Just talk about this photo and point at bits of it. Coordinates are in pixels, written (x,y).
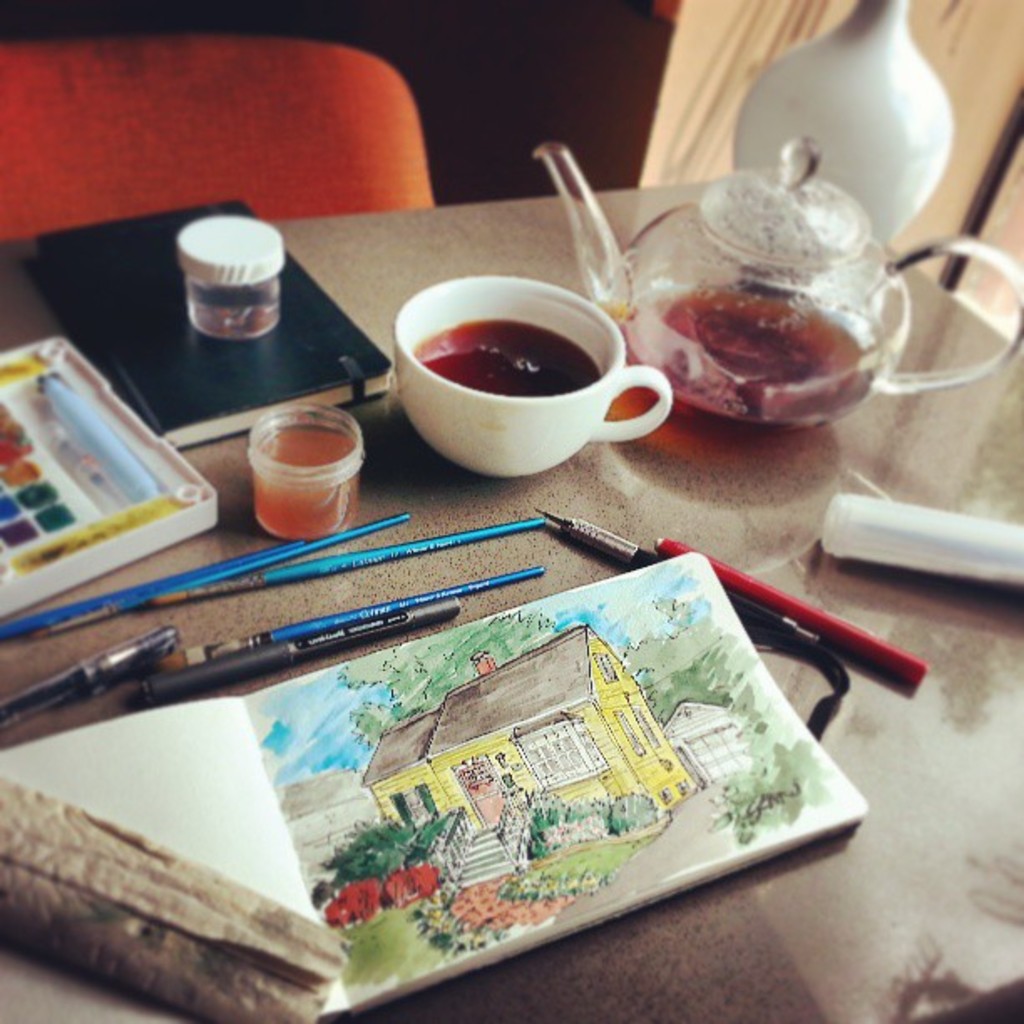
In this image I see a table (546,544) on which there is a book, few pencils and pens (13,700), cup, kettle (764,313), paintbox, another book (209,403) and other few things (243,245).
